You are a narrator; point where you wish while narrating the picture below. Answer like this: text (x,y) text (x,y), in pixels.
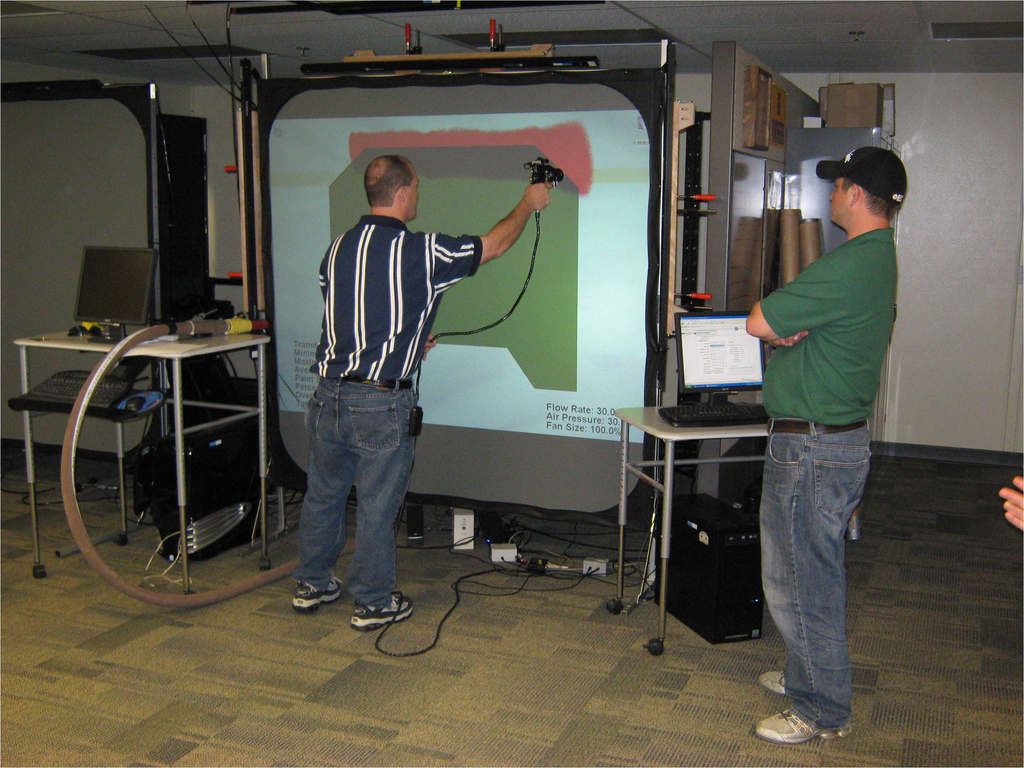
In this image I can see a person (832,355) wearing green and blue colored dress (821,409) and another person (402,317) wearing black and blue colored dress (386,355) are standing. I can see a person (385,339) is holding a black colored object (539,173) in his hand (530,191). I can see two screens (561,474), few tables (183,346) and few monitors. In the background (968,210) I can see the white colored wall (982,224), the ceiling (808,35), few wires (436,641) and few other objects (453,519).
